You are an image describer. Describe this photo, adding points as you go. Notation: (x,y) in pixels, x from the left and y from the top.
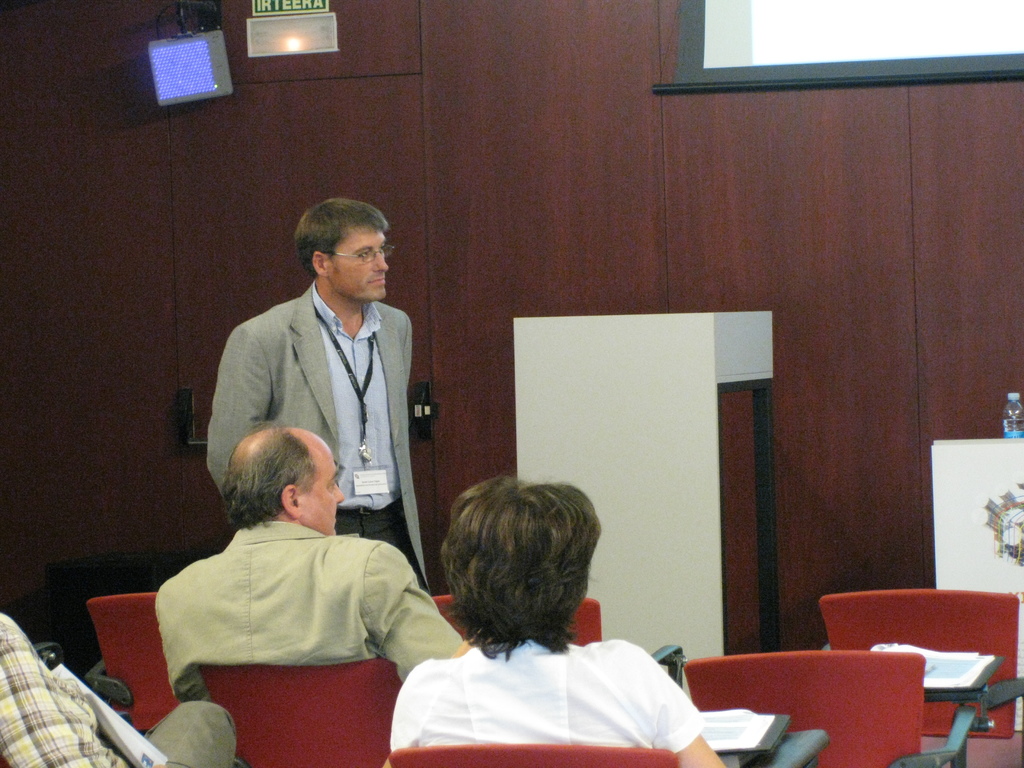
This is a picture taken in a room (356,618), there are a group of people (627,723) sitting on chairs (385,716) in front of these people (325,592) a man (355,524) is standing on the floor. Behind the man (353,391) there is a podium (696,405) and table (940,495) on the table (978,506) there is a bottle (1003,432). Background of these people (314,480) is a wall (545,195) with projector screen (775,66), light (221,47) and a sign board (267,10).
